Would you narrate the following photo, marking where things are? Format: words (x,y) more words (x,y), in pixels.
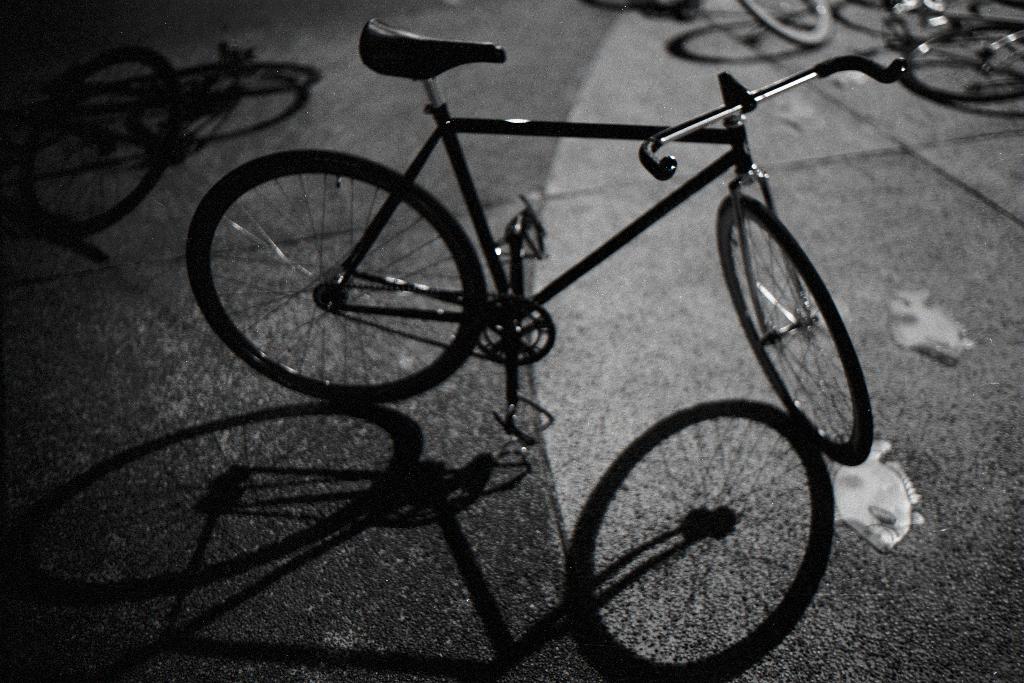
In this picture we can see bicycles (741,121), at the bottom (367,510) we can see a shadow (583,554) of a bicycle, we can also see tiles (901,87) at the bottom (357,499).
